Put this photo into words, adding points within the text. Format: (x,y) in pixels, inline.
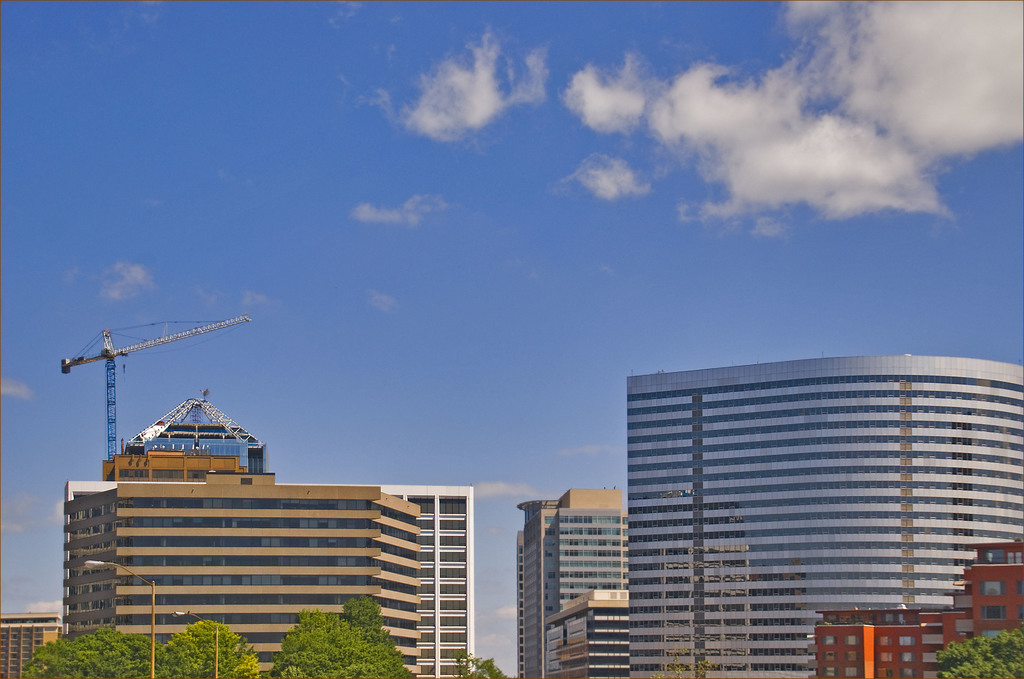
In this picture I can see so many buildings (767,563) and trees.
